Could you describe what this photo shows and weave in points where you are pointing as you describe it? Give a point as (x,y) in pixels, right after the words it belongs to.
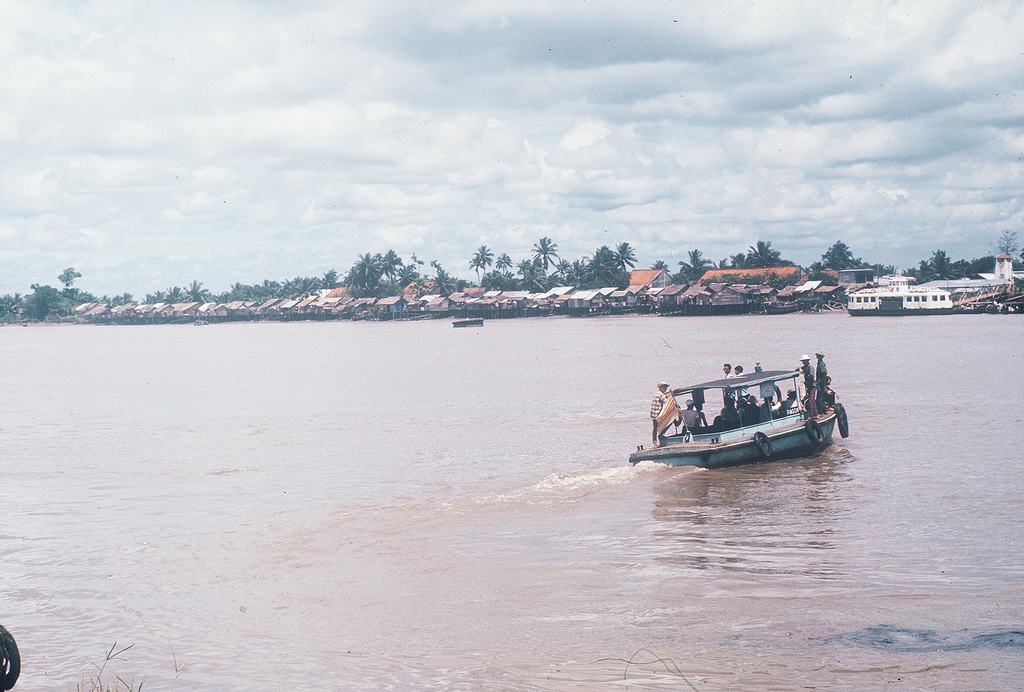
In this picture we can see boats (782,446) on water (997,411) and some people (818,361) on a boat (799,422), houses (647,278), trees (550,243) and in the background (413,243) we can see the sky (364,204).
